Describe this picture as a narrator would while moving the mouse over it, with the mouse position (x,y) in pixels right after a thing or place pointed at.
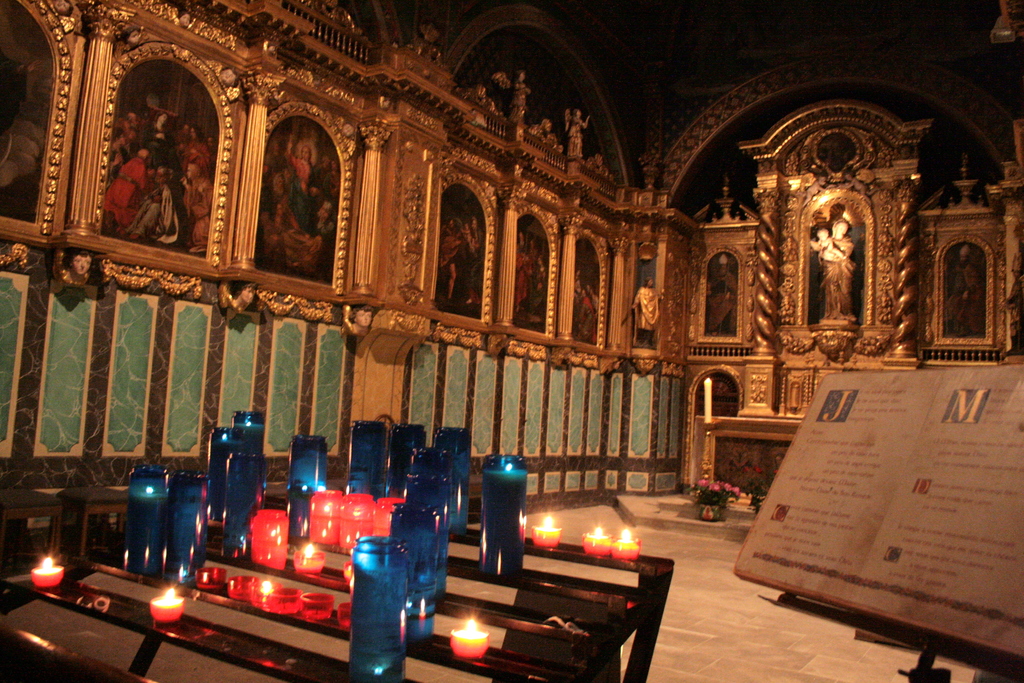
It is an inside view of the church (484,387). Here we can see few sculptures (653,325), photo frames (304,281), wall (232,350). At the bottom (735,615), there is a floor (675,667). Few candles (360,577) on the stand (504,651). Right side of the image (877,556), we can see a book (889,564) with stand (918,664), plant (727,501) with flowers (717,491) and pot (714,507).
